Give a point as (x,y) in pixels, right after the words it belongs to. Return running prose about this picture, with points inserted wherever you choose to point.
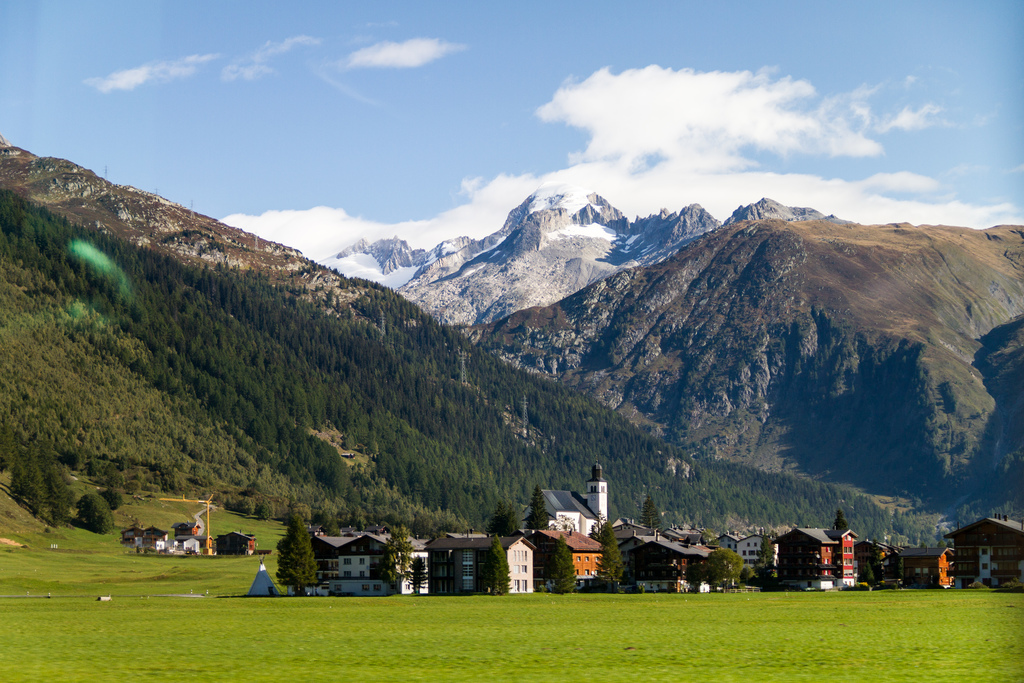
In this image I can see few buildings (1012,568) in brown and cream color. Background (657,402) I can see few trees (418,402) in green color, mountains (640,231) and the sky (519,138) is in blue and white color.
